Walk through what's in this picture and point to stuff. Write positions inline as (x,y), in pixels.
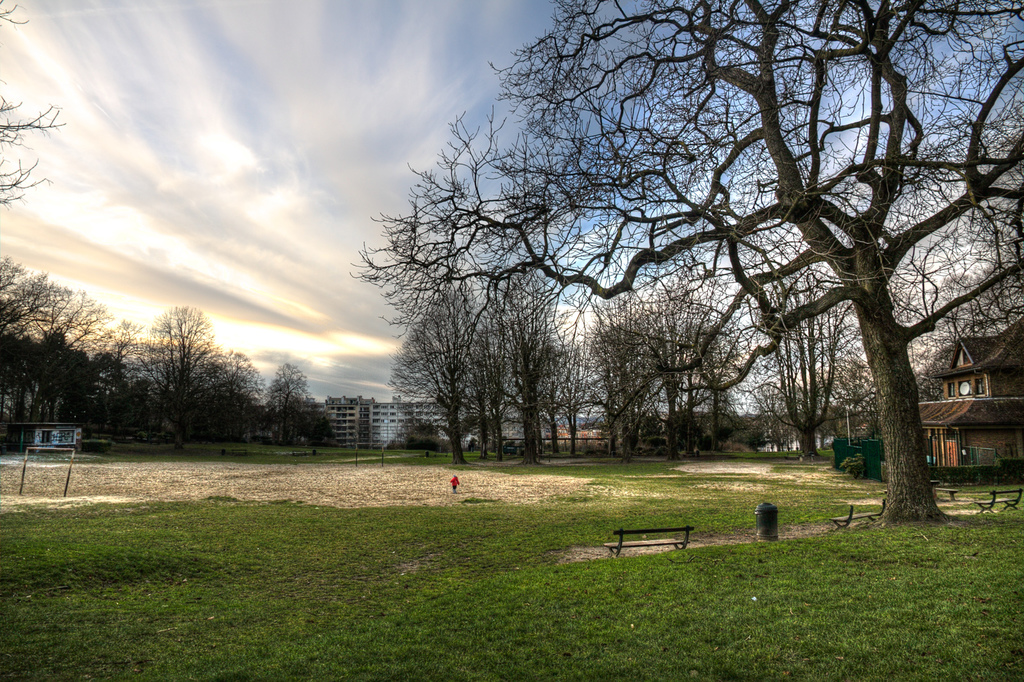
In this image, there is an outside view. In the foreground (828,245), there are some trees (507,380). There is a house (997,385) on the right side of the image (977,375). In the background (344,273), there is sky (404,98).
